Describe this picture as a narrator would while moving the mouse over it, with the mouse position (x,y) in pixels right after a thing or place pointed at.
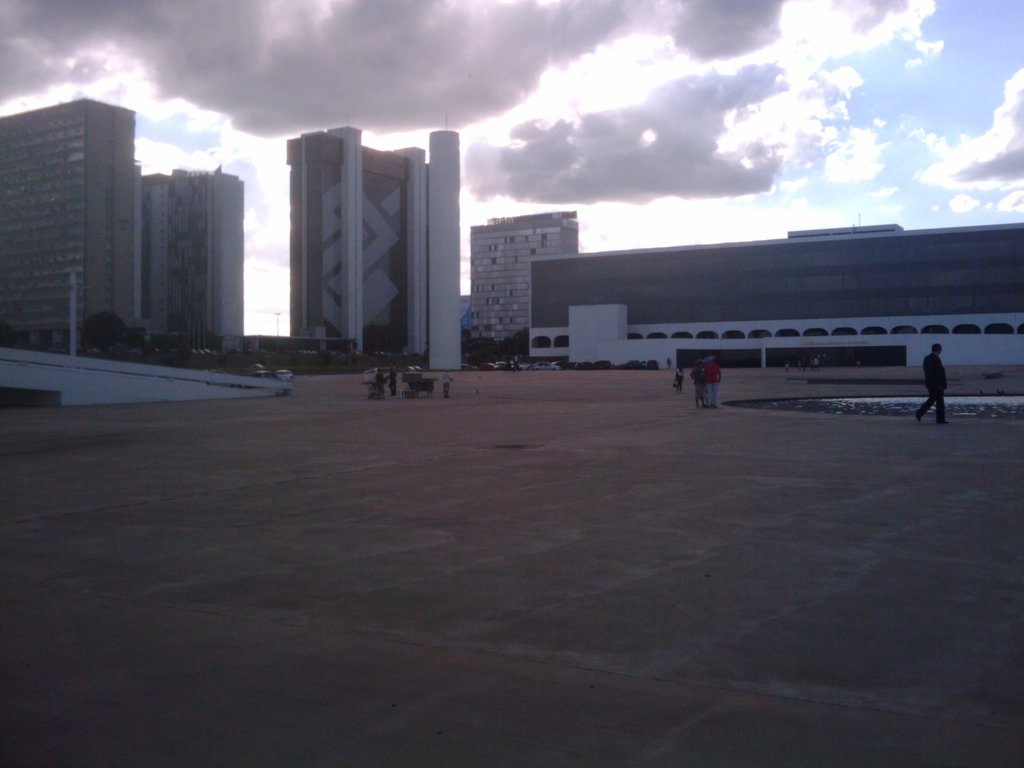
At the center of the image (543,296) there are buildings (498,331), in front of the buildings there are few people (707,388) walking. In the background (661,136) there is a sky (740,166).
